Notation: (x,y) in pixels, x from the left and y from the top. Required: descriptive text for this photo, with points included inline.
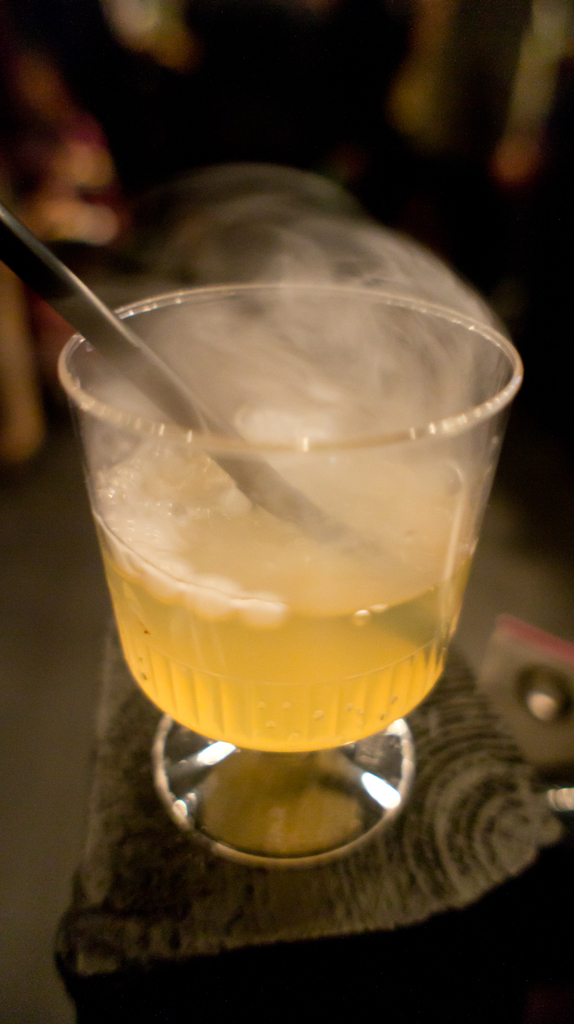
In this picture, we can see a bowl (337,535) with some liquid (297,480) in it, and the bowl (271,862) is on an object (281,871), and we can see the blurred background (372,170).
